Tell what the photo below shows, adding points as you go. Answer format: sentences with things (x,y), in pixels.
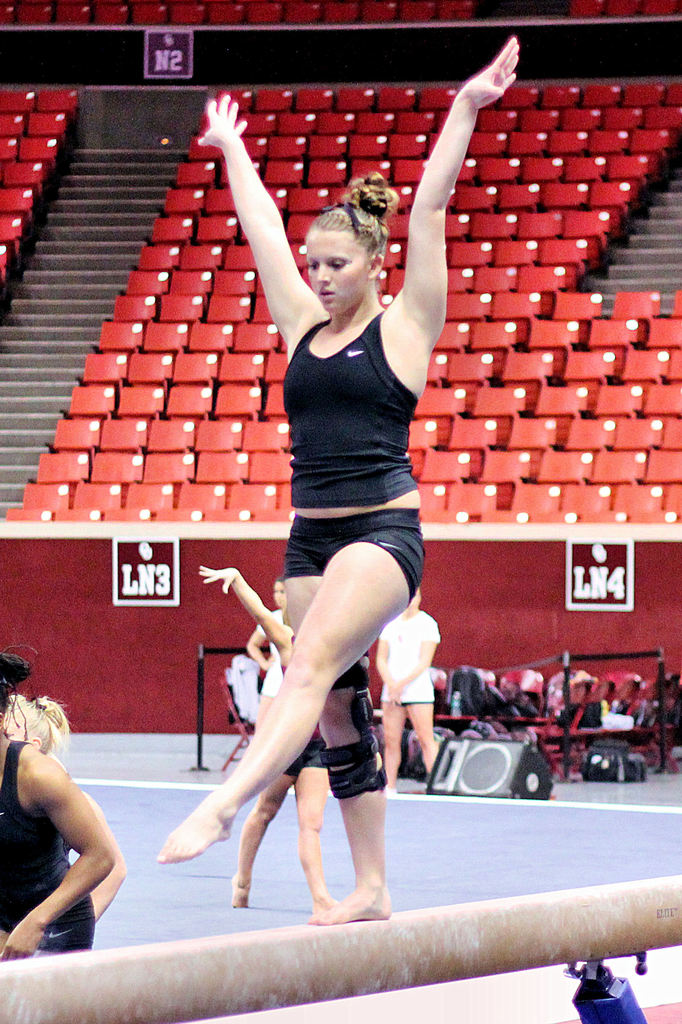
The girl (379,416) in black t-shirt (316,486) is walking on the rod (313,945). Beside her, we see people (47,819) standing and behind them, there are chairs (604,691) on which bags (493,723) are placed. Behind that, we see a red wall (207,634) and behind that, there are red chairs (89,372) and the staircase (98,174).
